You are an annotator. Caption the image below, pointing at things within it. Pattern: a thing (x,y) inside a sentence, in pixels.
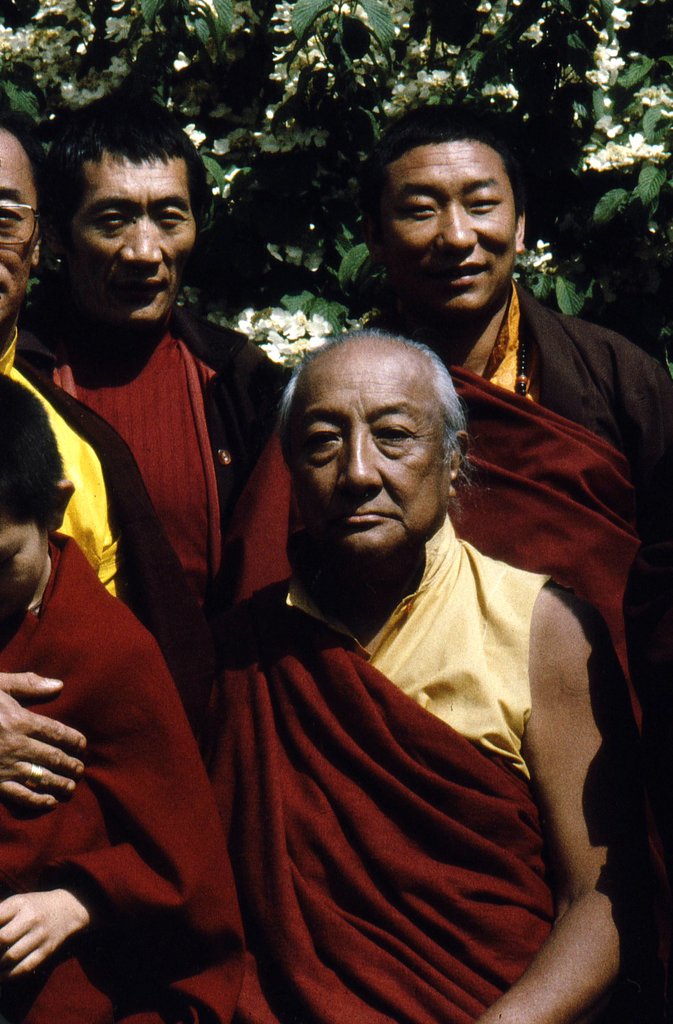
In this image we can see persons (266,743) standing on the ground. In the background (286,122) we can see tree (136,81) with flowers (117,66).
